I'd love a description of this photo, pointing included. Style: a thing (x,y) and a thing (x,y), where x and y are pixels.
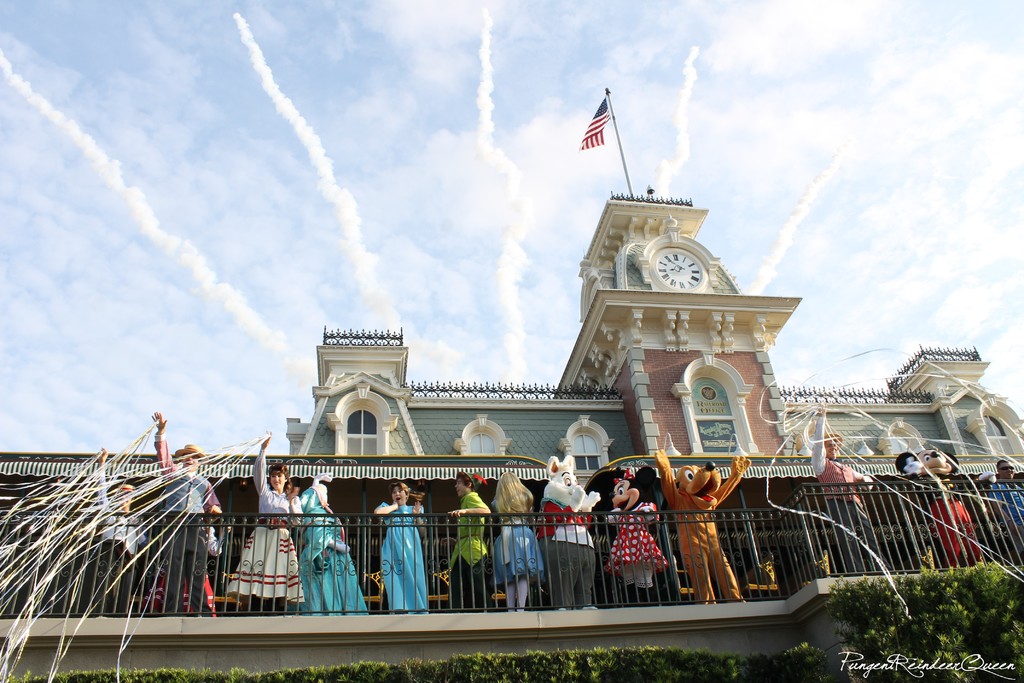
In this image I can see few people (472,492) are standing to the side of the railing (547,575). I can also see few people (325,573) wearing the costumes (639,560). These people (646,549) wearing the different color dresses (518,527). In the back (346,458) I can see the building (595,375) and the clock (696,270) and flag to that. In the back (340,217) I can see the clouds (442,236) and the sky (89,198).
